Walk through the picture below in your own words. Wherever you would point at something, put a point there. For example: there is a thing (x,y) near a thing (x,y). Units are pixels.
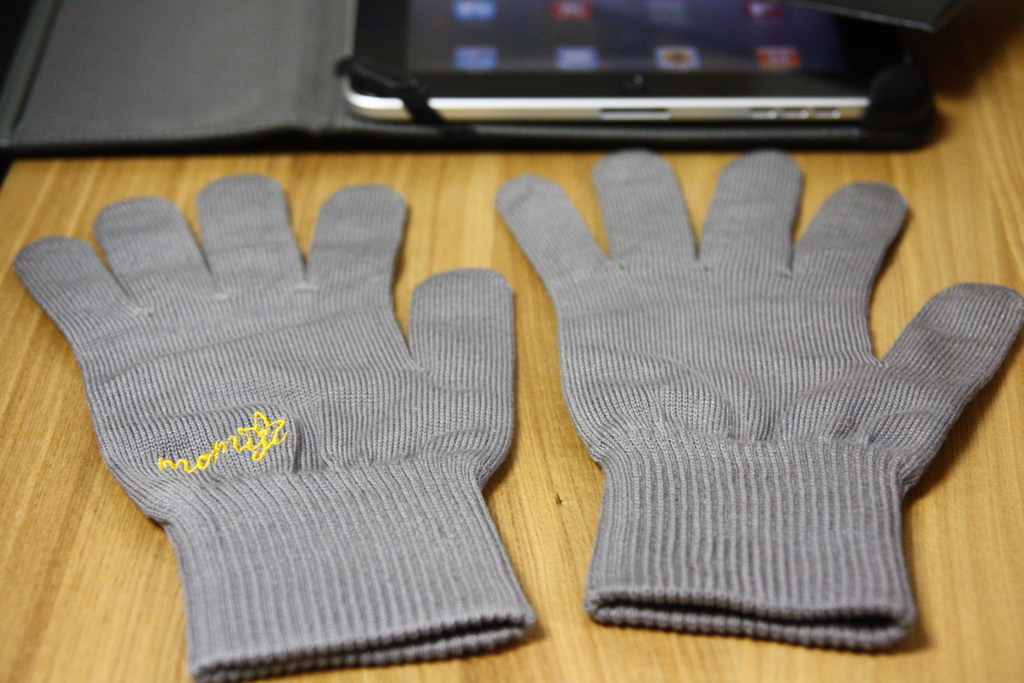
In this picture I can see a pair of gloves (569,271) and a iPad (455,85) with a case cover (231,66), on the wooden board (993,583).
